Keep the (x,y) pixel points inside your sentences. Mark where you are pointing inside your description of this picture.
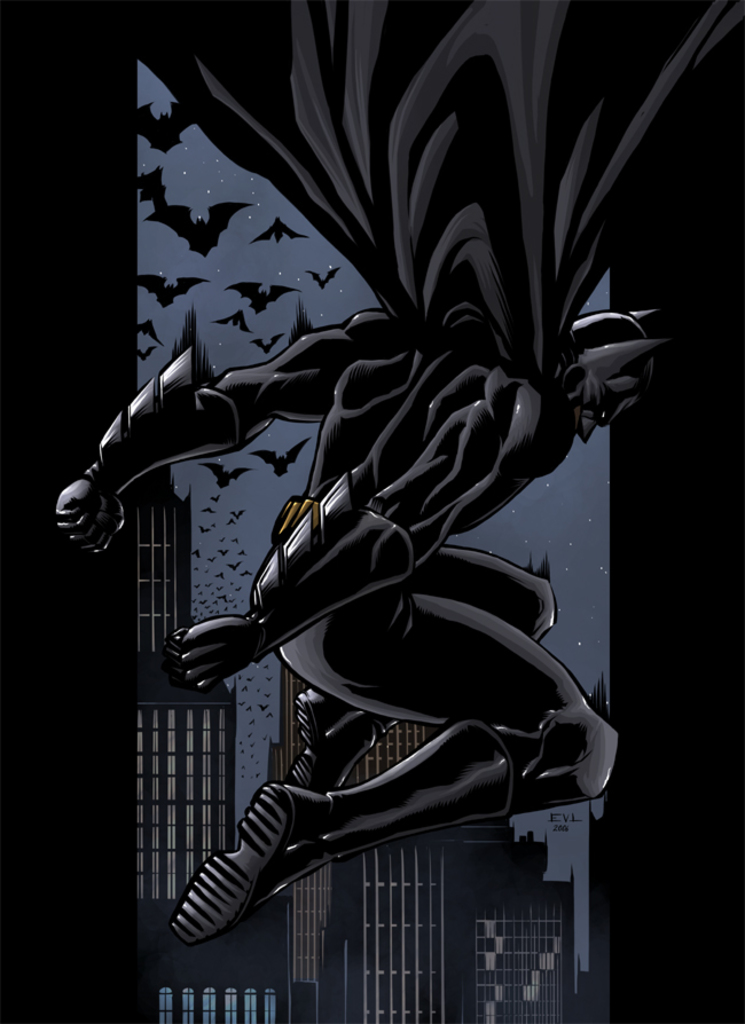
In the foreground of this animated image, there is batman (465,488) in the air (456,542). In the background (285,302), there are few bats (309,273) in the sky (307,258) and the buildings (376,933).
